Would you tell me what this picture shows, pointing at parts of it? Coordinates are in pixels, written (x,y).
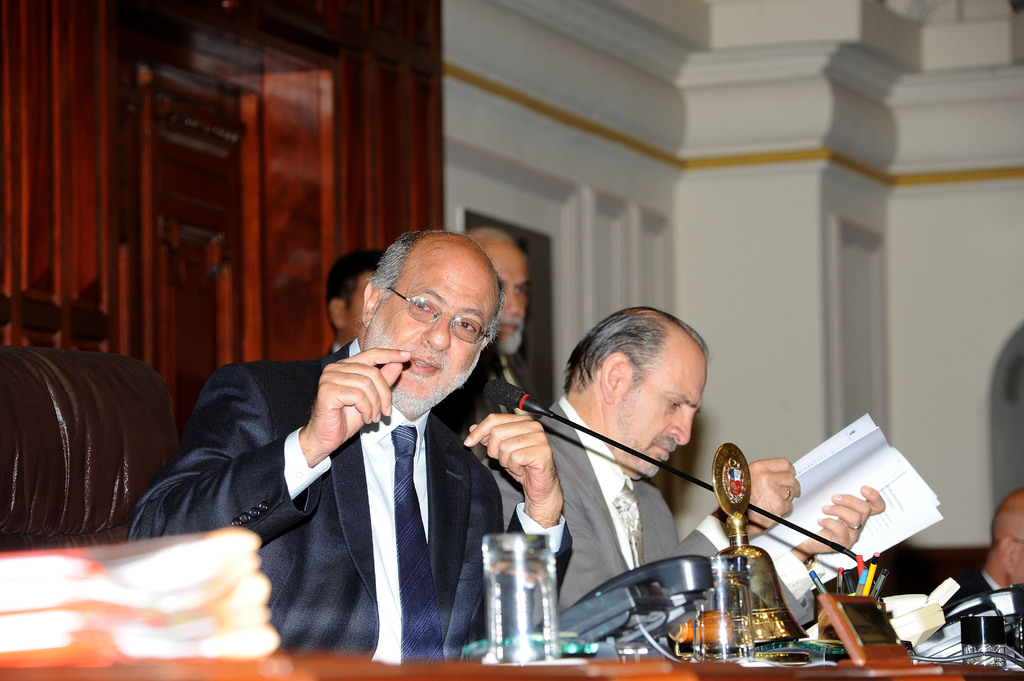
This picture shows couple of them (491,459) seated and few are standing and we see a man (375,476) speaking with the help of a microphone (787,523) and we see another man (648,432) holding papers (897,505) in his hand (768,481) and we see a glass (740,565), couple of telephones (608,590) and a memento (757,596) on the table (463,679) and a pen stand (843,641) and few papers (127,583) on the side and we see a man (434,341) wore spectacles (462,320) on his face (412,334).
